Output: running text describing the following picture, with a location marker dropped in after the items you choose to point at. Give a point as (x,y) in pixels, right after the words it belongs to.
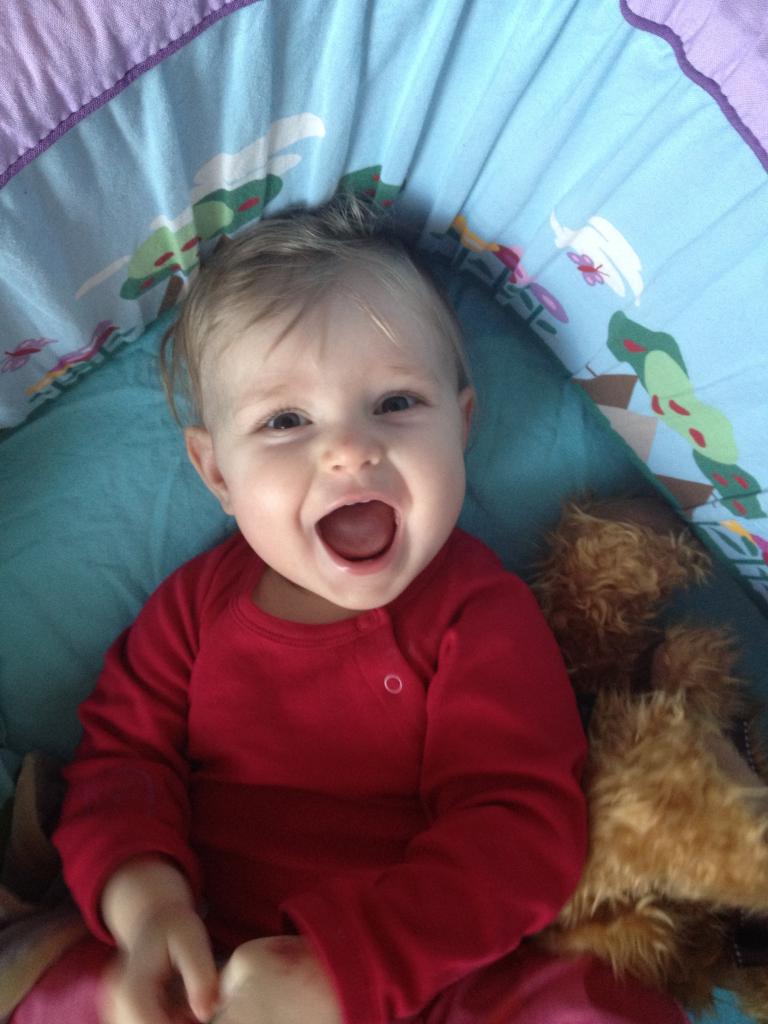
In this image I can see a person (262,582) laying on the bed (116,515) and smiling.
